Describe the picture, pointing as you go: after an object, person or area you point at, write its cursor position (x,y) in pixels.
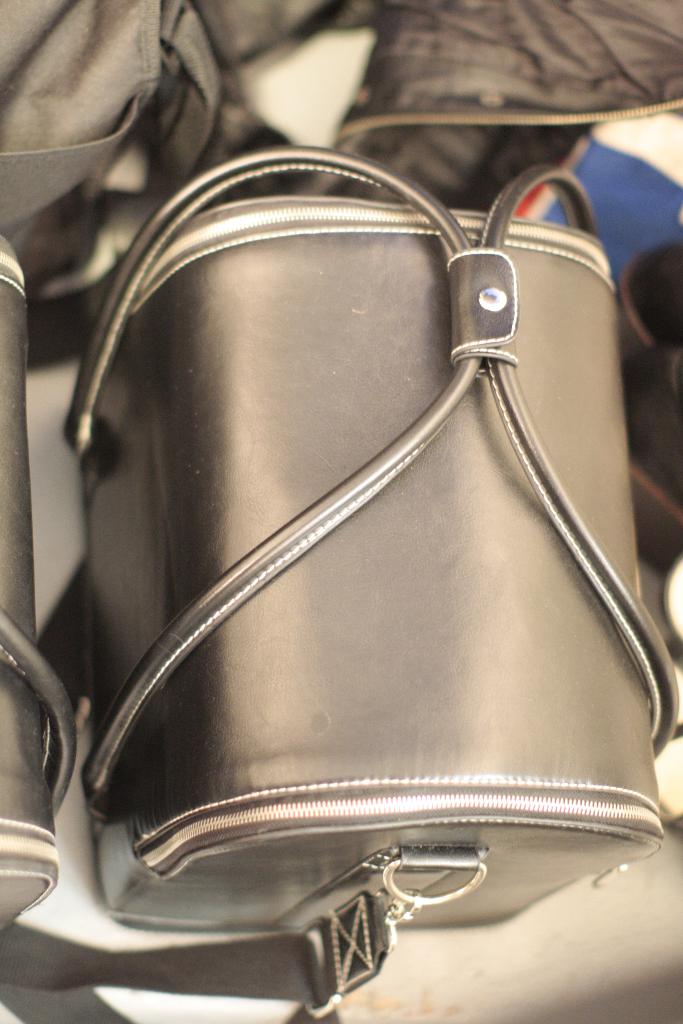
This picture shows a handbag (302,751).
